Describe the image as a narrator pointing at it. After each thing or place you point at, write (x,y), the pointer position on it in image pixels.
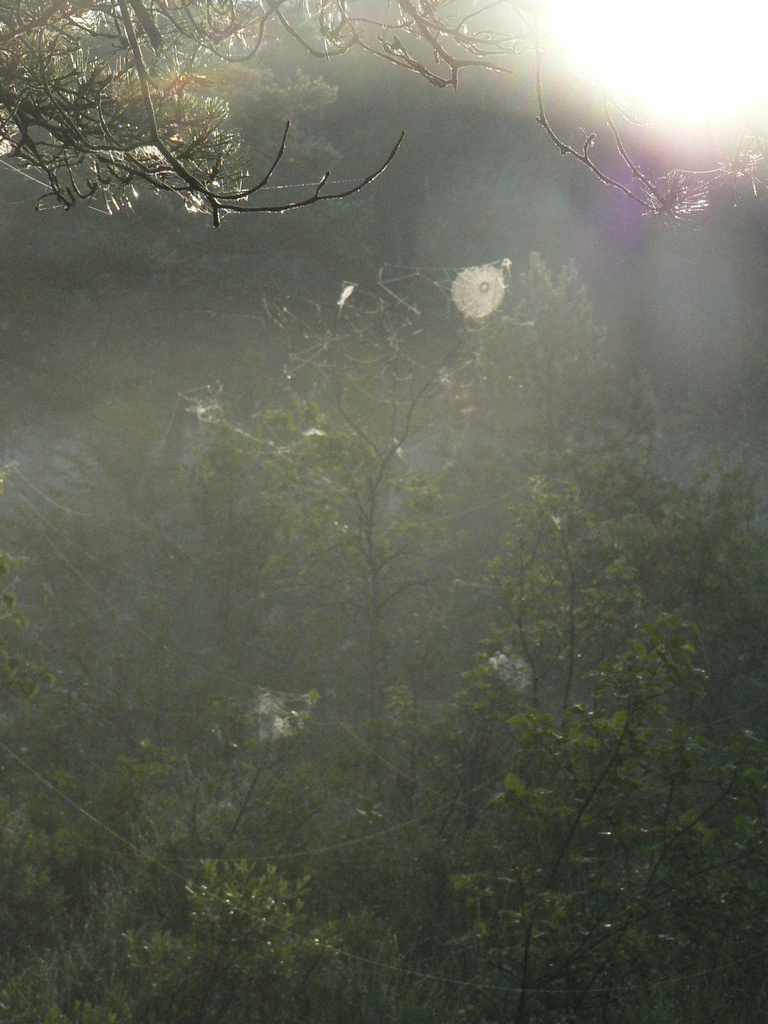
In this picture we can see trees (115,1022). In the background of the image (447,214) it is blurry.
